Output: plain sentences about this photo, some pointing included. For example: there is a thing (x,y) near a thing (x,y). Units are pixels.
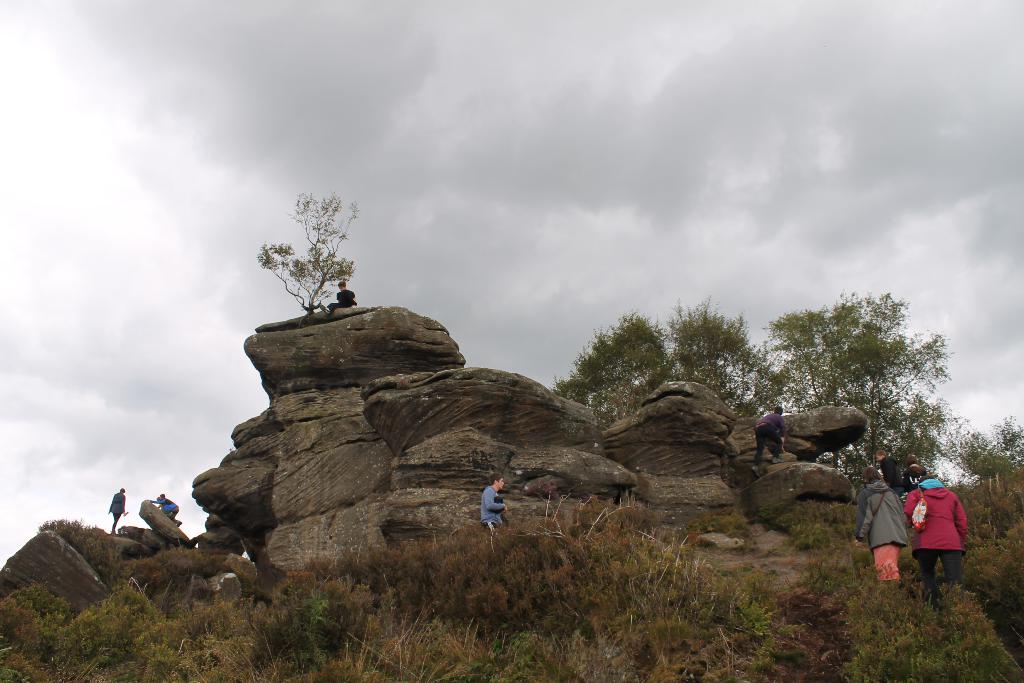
In this image, there are a few people (935,531), rock hills (716,486), trees (824,401), plants (139,594). We can also see some grass (551,615) and the sky (489,277) with clouds (527,220).
